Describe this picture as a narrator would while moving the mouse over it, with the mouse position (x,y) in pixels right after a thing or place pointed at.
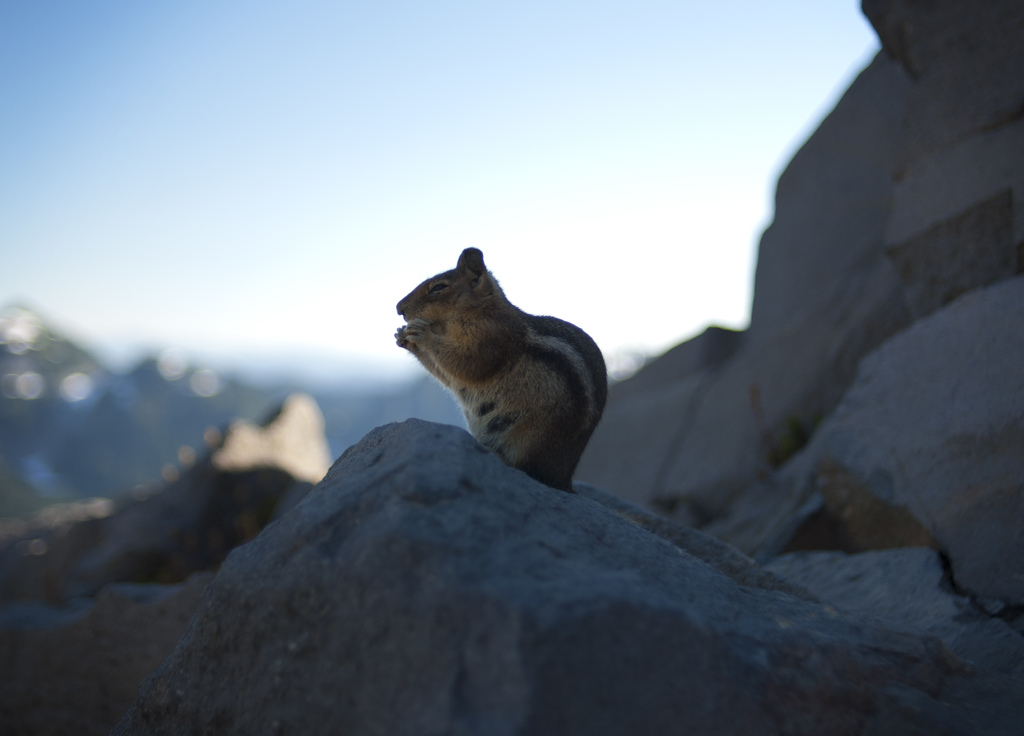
Here we can see a squirrel (563,344) on the rock (301,622). There is a blur background (25,331) and we can see sky (479,160).
